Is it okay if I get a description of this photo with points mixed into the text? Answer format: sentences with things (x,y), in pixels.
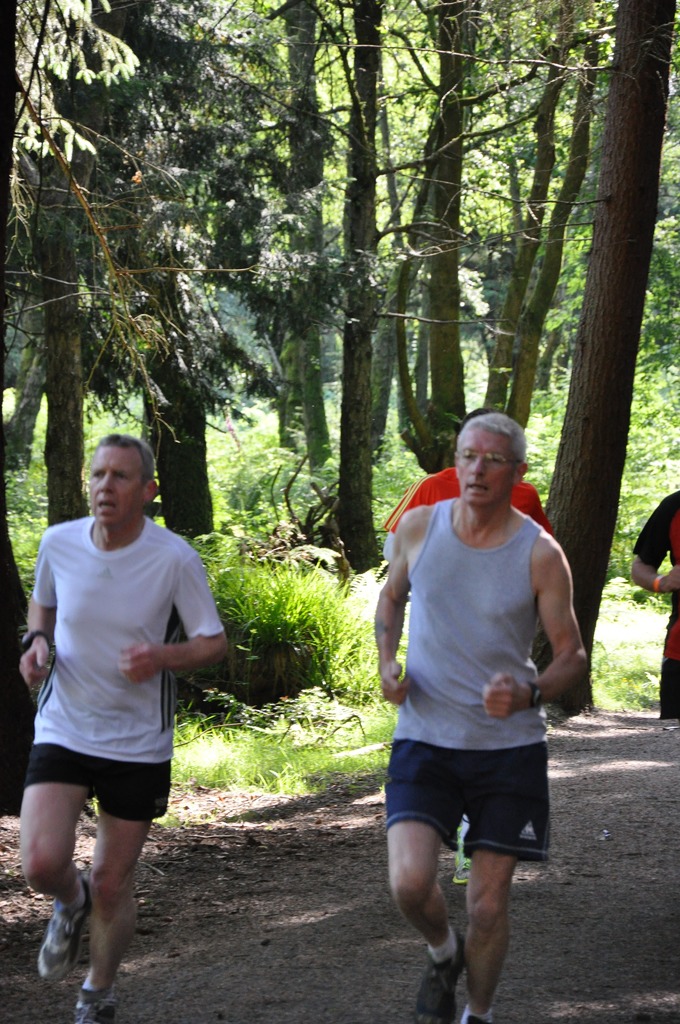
In this image I can see there are few persons (499,588) running on the road (634,789), back side of them there are some trees (300,287) and bushes (291,454) visible.
